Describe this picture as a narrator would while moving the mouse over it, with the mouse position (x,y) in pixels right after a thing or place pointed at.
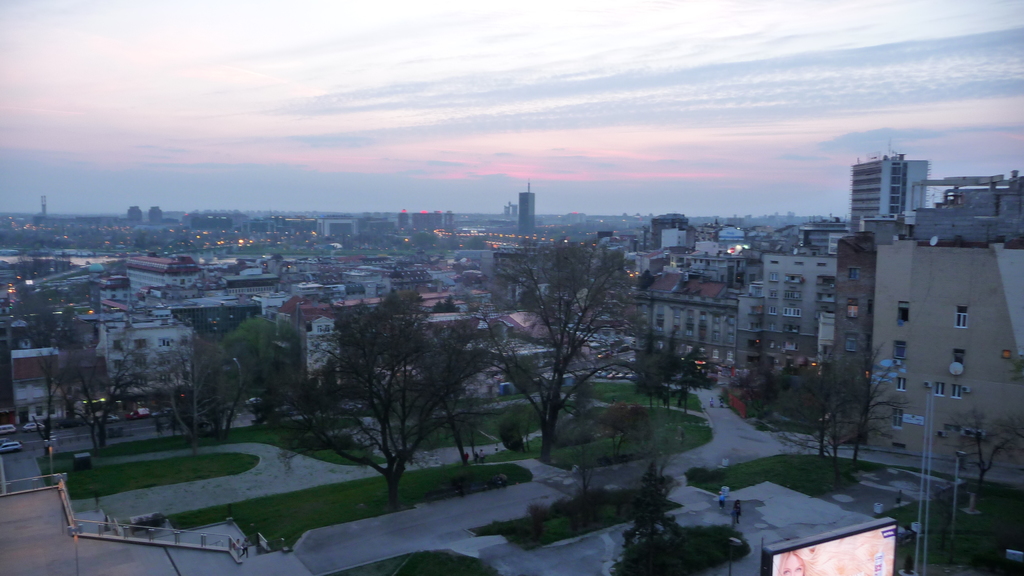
This is overview of a city (578,281) where we can see so many buildings (979,221), trees (401,457), plants (705,532) and road (713,428). The sky (372,120) is in pink color with some clouds (660,84).
